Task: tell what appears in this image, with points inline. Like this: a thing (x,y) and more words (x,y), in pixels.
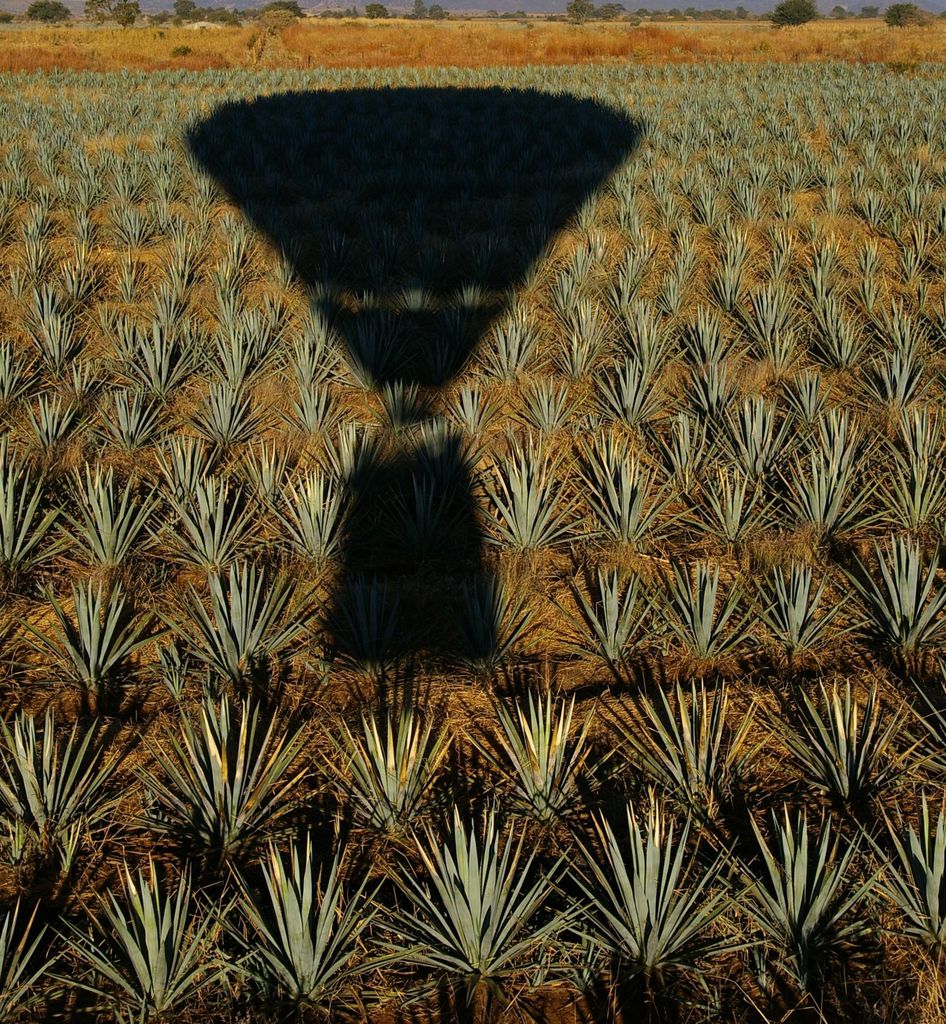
This picture is clicked outside. In the center (431,554) we can see the shadow (480,107) of an object (389,266) seems to be the hot air balloon (344,132) and we can see the ground (354,78) and the agave plants (648,868). In the background (705,6) we can see the sky (778,2), trees (807,6) and some other objects (215,26).
